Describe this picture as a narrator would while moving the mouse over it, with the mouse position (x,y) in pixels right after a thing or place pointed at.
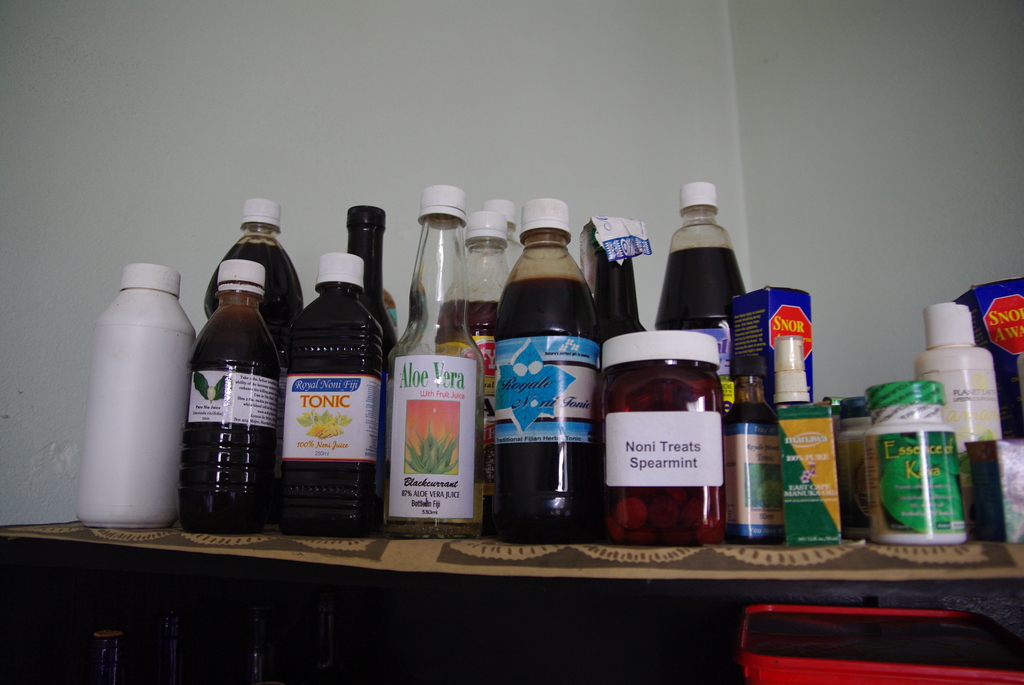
on a table (726,566) there are many bottles (347,420). on a bottle (475,466) aloe vera is written. behind it there is a white wall (200,164).
